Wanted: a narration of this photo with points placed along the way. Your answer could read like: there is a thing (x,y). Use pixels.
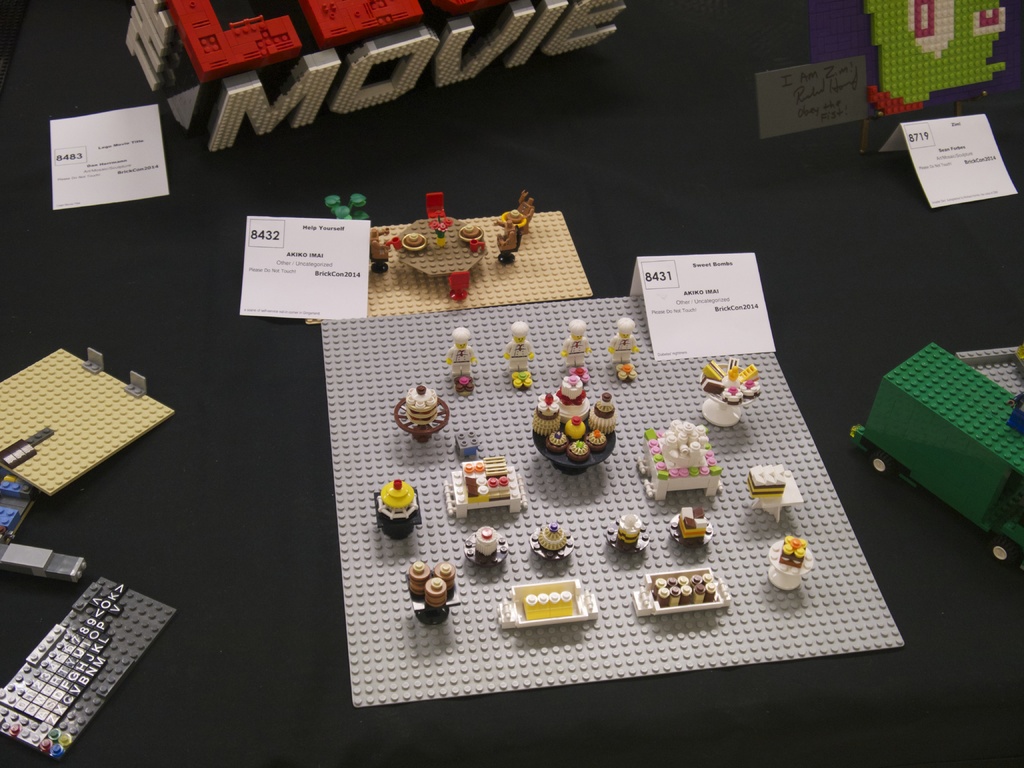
In this image I can see few lego structures (108,407) and I can see few cupcakes (587,441), white color boards (753,311) and few objects (655,439) on the black color surface (783,687).
